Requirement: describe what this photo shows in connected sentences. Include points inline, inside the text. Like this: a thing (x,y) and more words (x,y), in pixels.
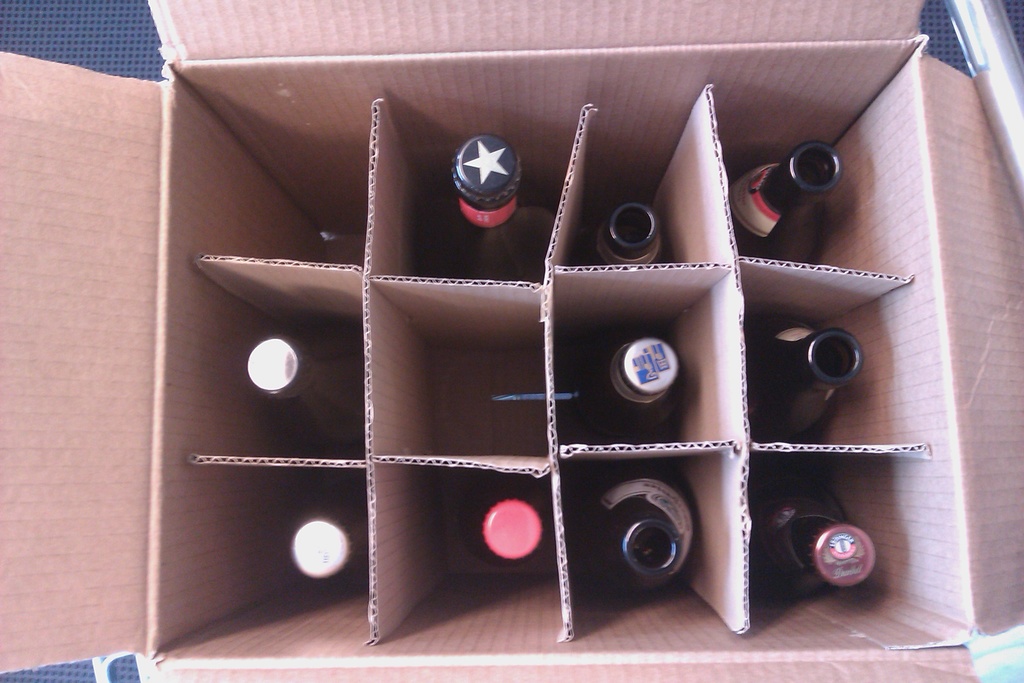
This picture consists of a box (541,451) and I can see there are few bottles (254,372) kept in the box (225,503).
